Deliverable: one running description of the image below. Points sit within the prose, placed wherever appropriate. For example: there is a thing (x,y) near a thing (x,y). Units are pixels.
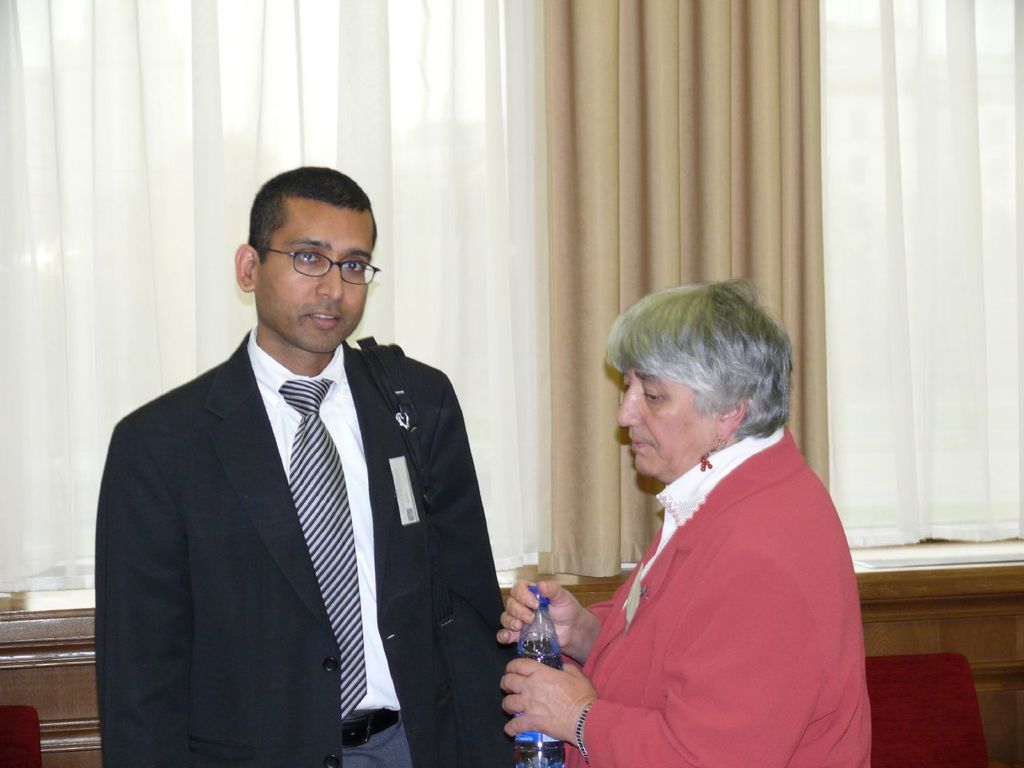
A man (322,250) in suit (238,631) is posing to camera and beside him, an old woman (739,651) is standing with a bottle (531,656) in her hand (524,727).
